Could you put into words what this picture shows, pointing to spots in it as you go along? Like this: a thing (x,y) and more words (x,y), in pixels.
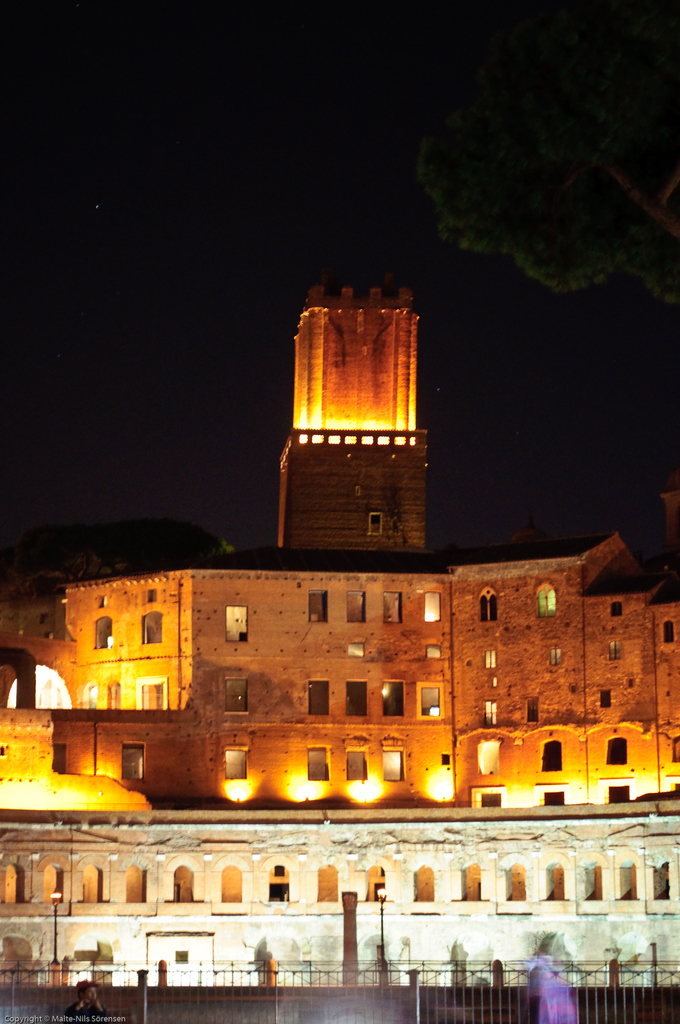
This picture consists of a building (522,652), on the building (464,621) I can see a light focus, at the bottom (464,912) there is a building (665,934), at the top (91,153) there is the sky (91,153), it might be the tree (647,159) visible on the right side (622,143), this picture is taken during night.
